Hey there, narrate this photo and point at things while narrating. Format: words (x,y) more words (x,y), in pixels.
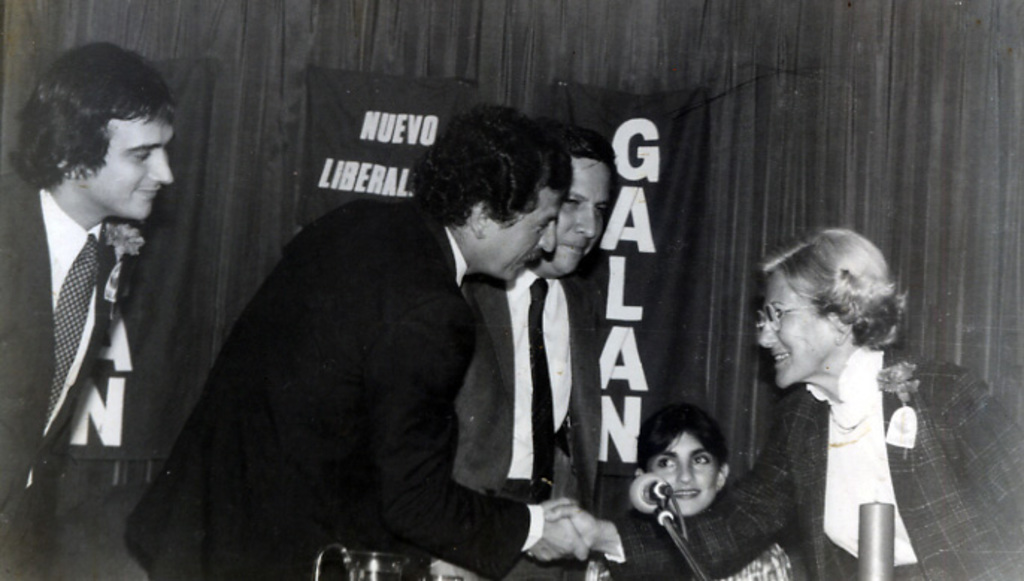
In the image in the center (479,382), we can see one person (674,421) sitting and four persons (696,527) are standing and they are smiling, which we can see on their faces (693,487). In front of them, there is a jar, microphone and a few other objects (868,503). In the background (606,476) there is a wall (988,294) and a banner (676,310).
